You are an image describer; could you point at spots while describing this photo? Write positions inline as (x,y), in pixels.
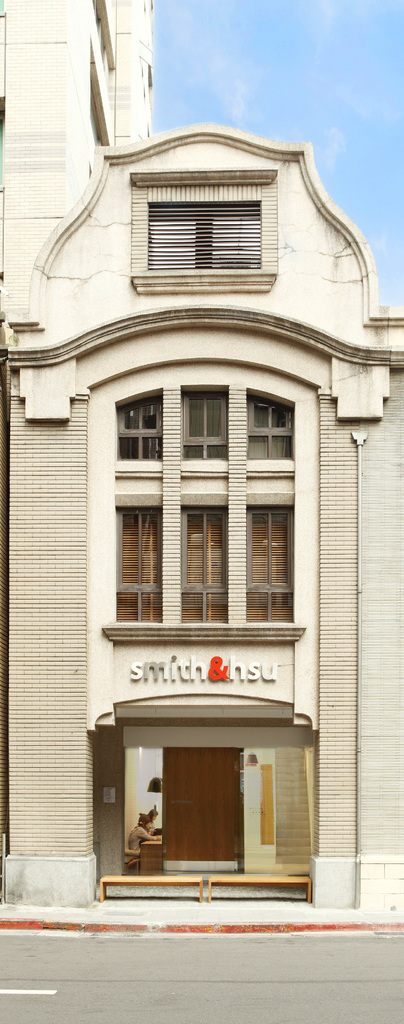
This image is taken outdoors. At the bottom of the image (182,996) there is a road (239,1002). At the top of the image (305,105) there is a sky (324,170) with clouds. In the middle of the image (213,419) there is a building (83,249) with a few walls (74,361), windows (158,237), grills (220,247), a door (209,837) and a board (215,680) with text (202,662) on it.
